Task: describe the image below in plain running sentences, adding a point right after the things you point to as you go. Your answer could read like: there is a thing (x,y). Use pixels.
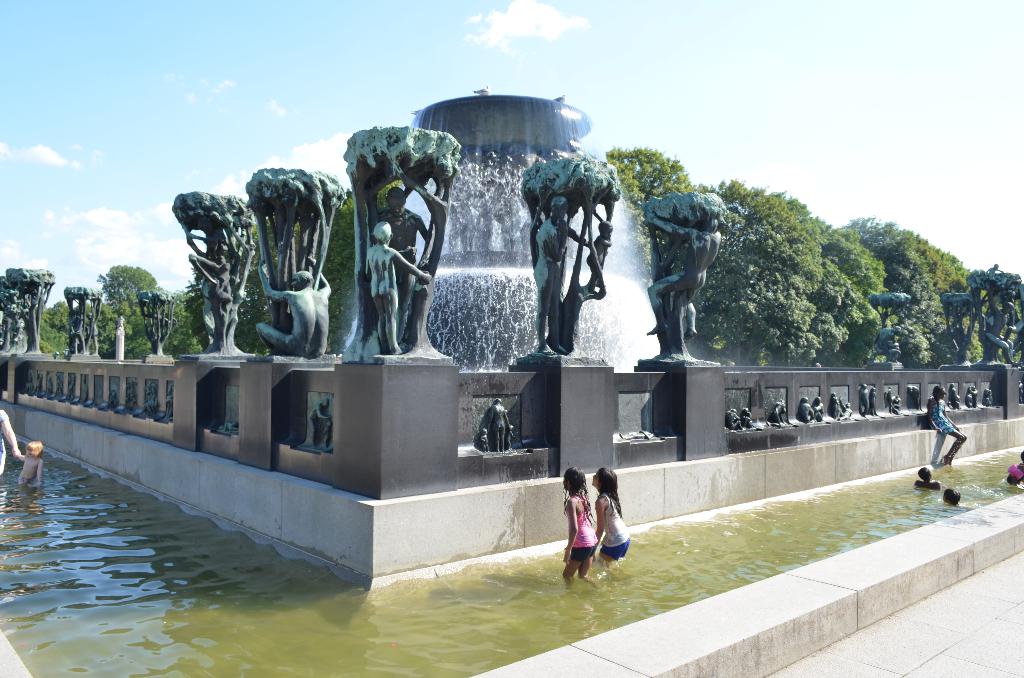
In this picture I can see there is a fountain (459,472) and there are few kids (946,499) playing in the water (319,584) and there are few statues (315,284) and in the backdrop (37,252) there are trees (916,242) and the sky (468,88) is clear.
